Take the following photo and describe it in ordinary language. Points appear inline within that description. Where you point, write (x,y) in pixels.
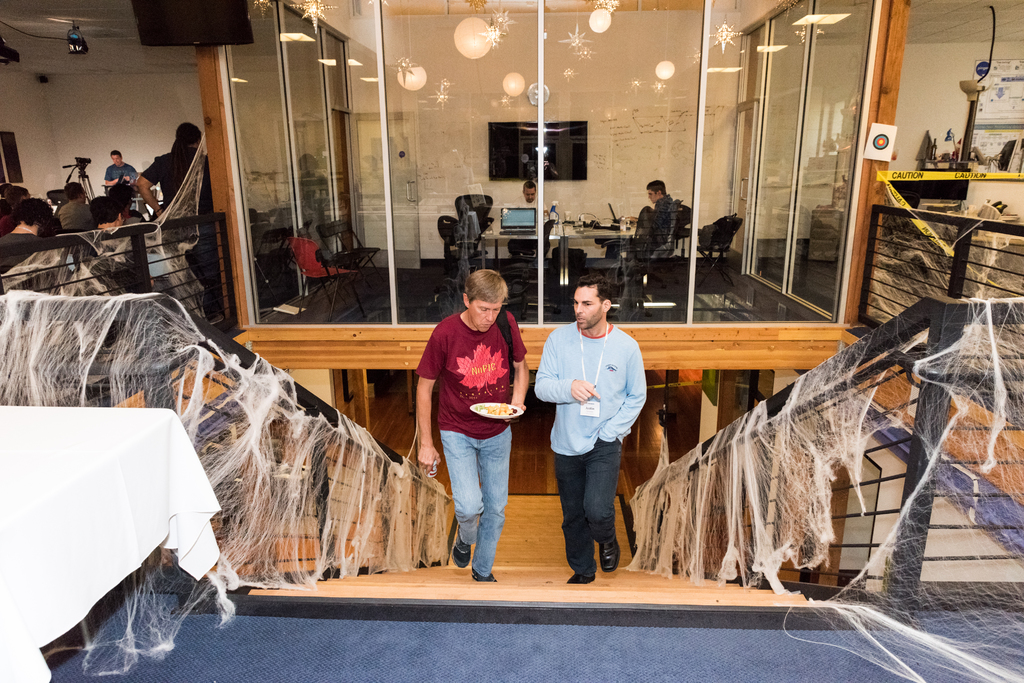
In the image we can see two men (499,459) climbing the stairs (552,560), they are wearing clothes (501,514) and shoes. The right man (595,399) is wearing identity card (586,410) and the left man (464,386) is carrying bag (505,328) and holding plate (512,416) in hand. Here we can see fence (960,335), lights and there are many chairs (487,226) and a table (566,236). On the table (555,230) we can see a system (508,223) and other things (576,223). Here we can see poster (1010,100) stick to the wall (938,139), video camera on the stand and there are other people (68,207) sitting and some of them are standing, they are wearing clothes (83,212).
